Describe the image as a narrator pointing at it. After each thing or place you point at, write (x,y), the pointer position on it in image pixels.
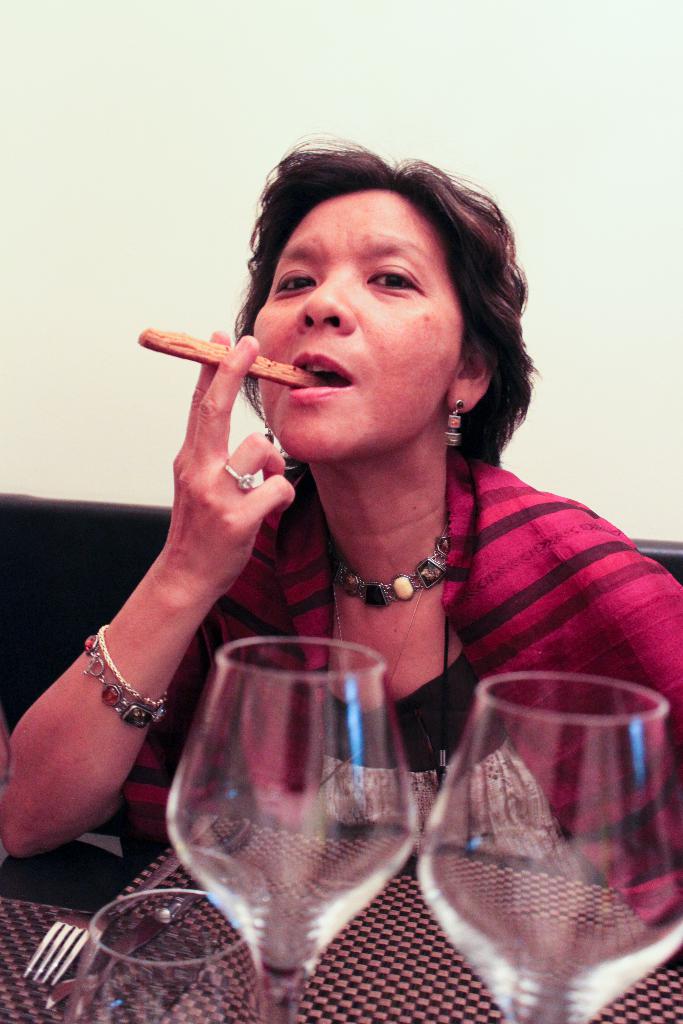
In this picture I can see there is a woman (123,744) sitting on the sofa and there is a table (6,900) in front of her. There are some forks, knives (69,981) and wine glasses (285,908) on the table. In the backdrop (116,386) there is a white wall (498,61).
